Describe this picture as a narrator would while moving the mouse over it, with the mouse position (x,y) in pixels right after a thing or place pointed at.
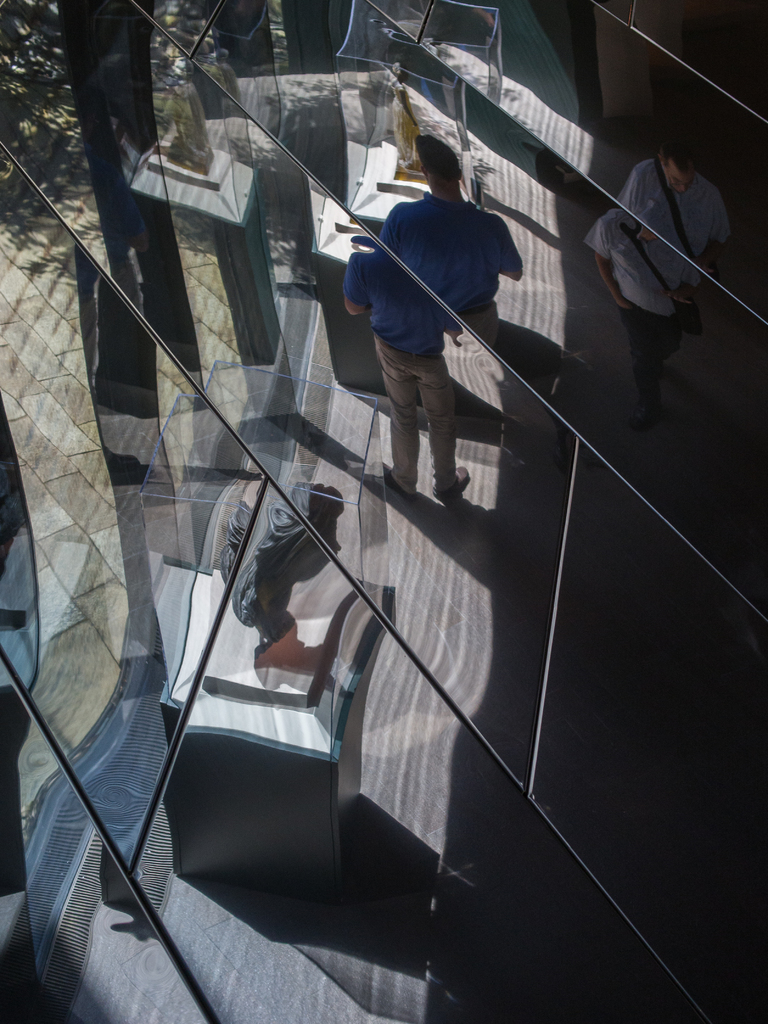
In this image we can see a wall (484,617) with pieces of glass (474,382). Through that we can see persons (404,360), statue (329,493) on a pedestal (293,739) and some other things (371,55).
